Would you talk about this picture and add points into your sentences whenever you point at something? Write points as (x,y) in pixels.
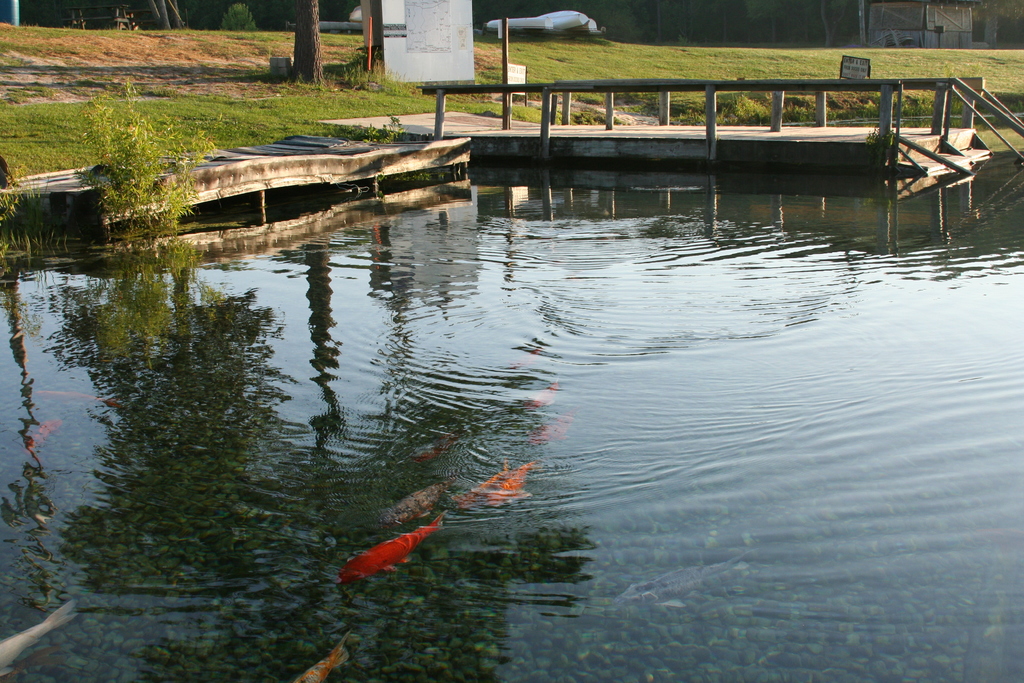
In this image I can see the water (499,410) and I can see few aquatic animals (519,483) in the water (551,528) and they are in multi color. Background (776,150) I can see the bridge (610,142), plants (272,122) in green color and I can also see the board (419,58) in white color.
